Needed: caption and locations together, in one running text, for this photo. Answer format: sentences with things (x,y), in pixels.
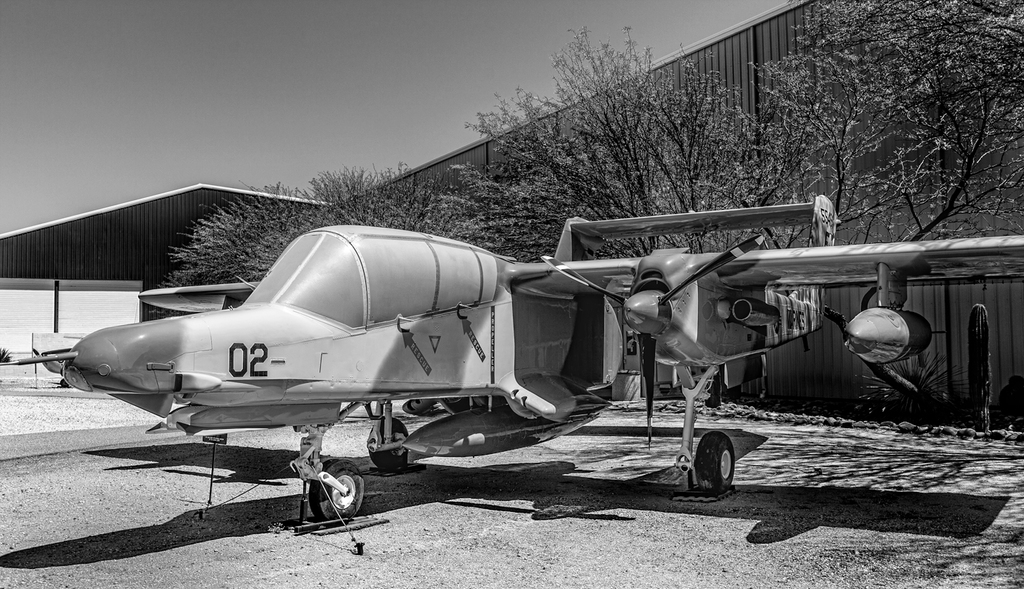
In this image in front (201,318) there is an airplane (722,303). There are plants (1005,411). In the background of the image (121,292) there are trees (803,158), buildings (30,229) and sky (52,29).
